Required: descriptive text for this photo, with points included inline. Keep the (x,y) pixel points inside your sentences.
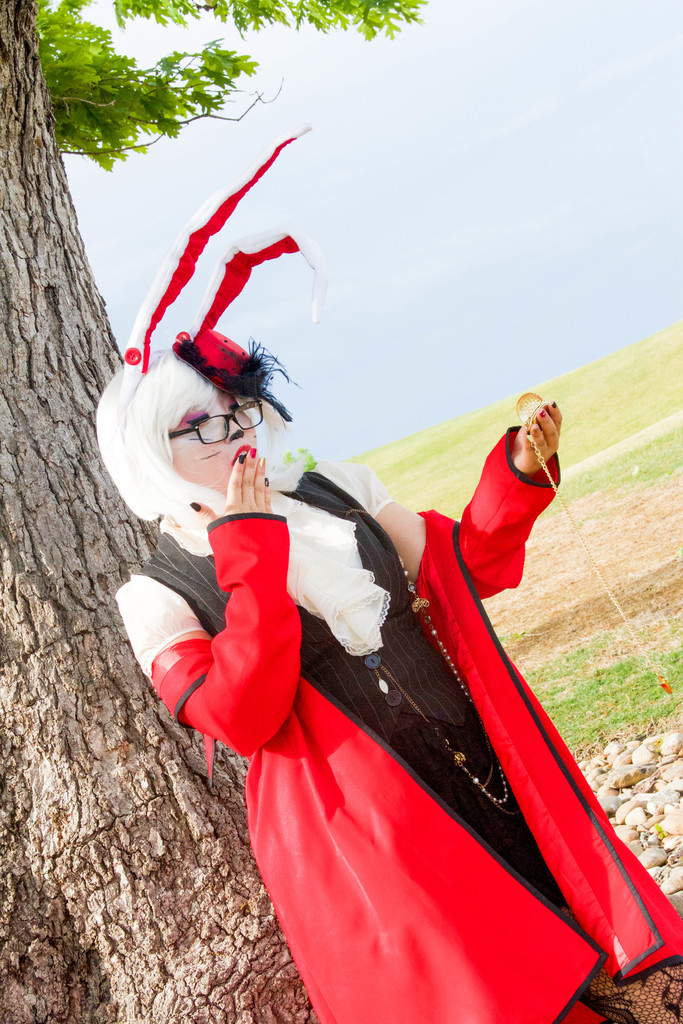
In the image in the center (335,667), we can see one person (328,609) standing and holding some object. In the background (335,369), we can see the sky (286,82), one tree (73,575) and grass (578,662).
